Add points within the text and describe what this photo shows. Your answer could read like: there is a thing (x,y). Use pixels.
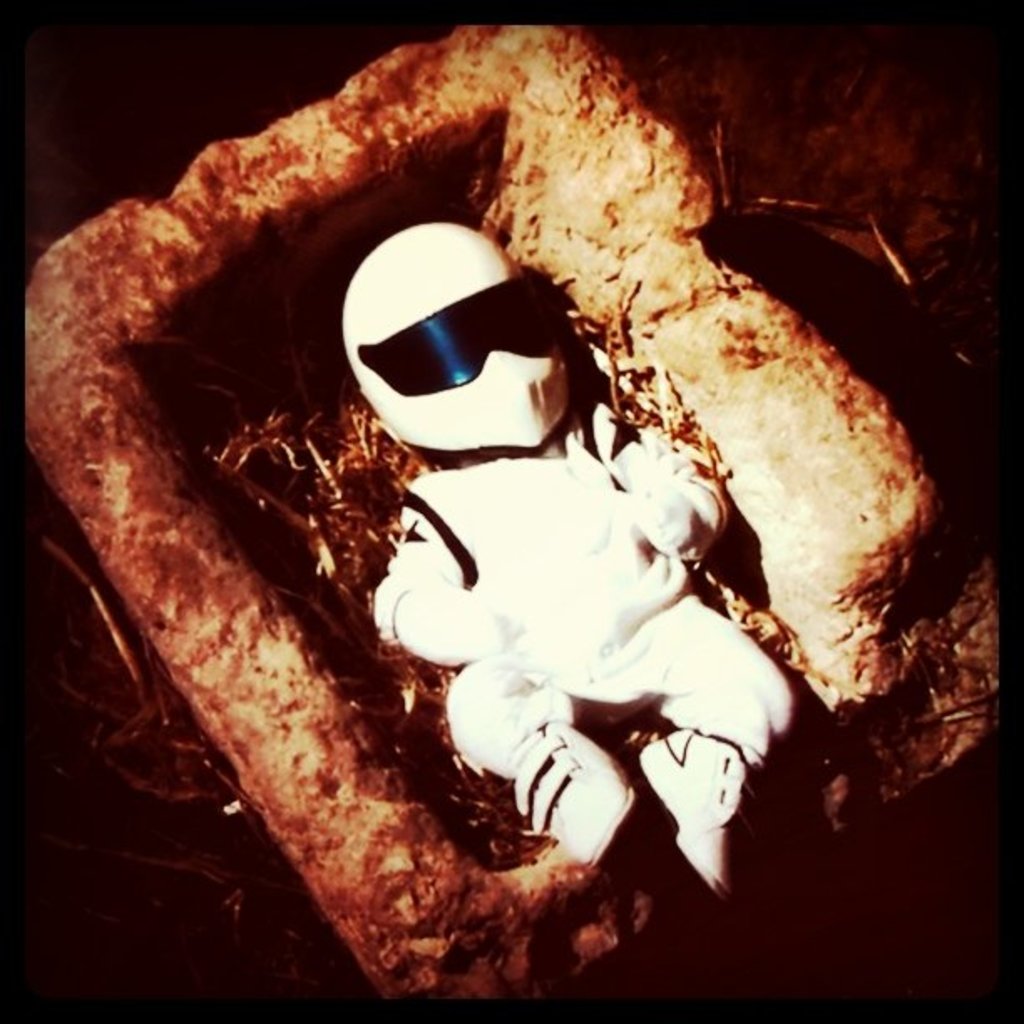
In the foreground of this image (612,610), it seems like a toy (521,401) in a mud rectangular object (538,99).
